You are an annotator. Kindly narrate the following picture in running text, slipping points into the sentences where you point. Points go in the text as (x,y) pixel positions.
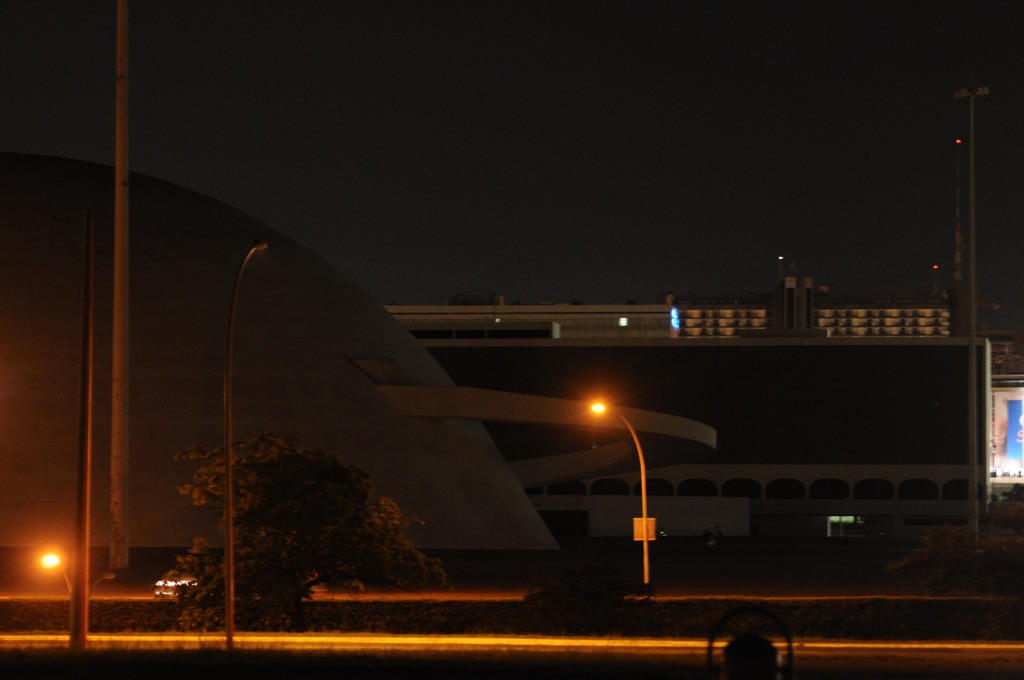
In this image I can see number of poles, lights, few trees (1002,546), few buildings (557,372) and the sky (671,204). On the right side of this image (1023,400) I can see a hoarding (1009,402) and I can see this image is little bit in dark.
